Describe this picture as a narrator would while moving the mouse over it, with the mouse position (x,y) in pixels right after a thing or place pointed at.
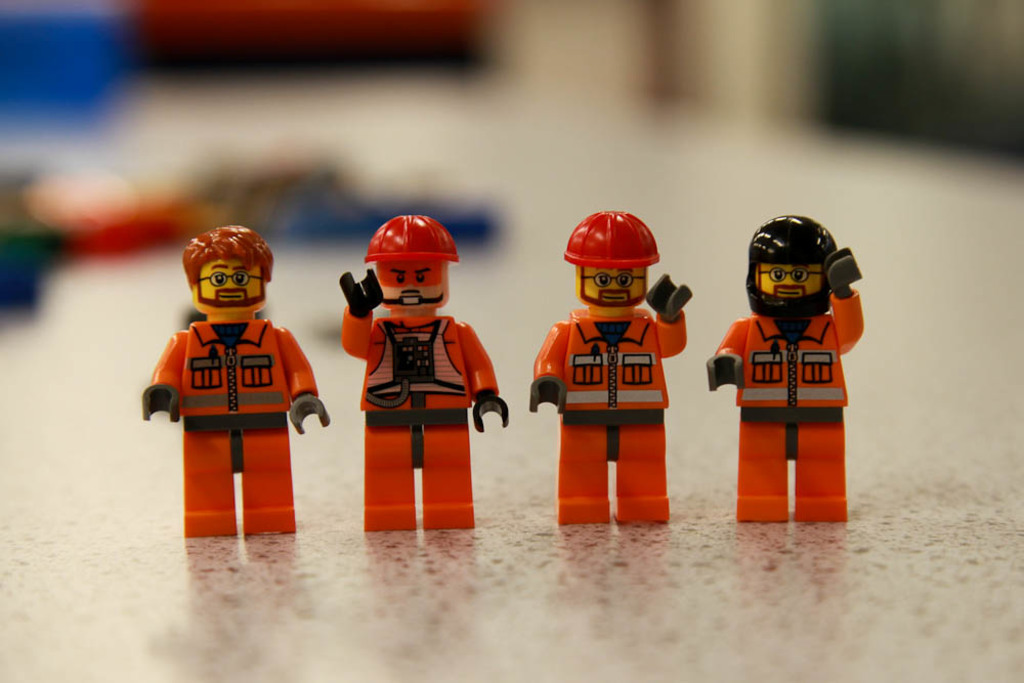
In this picture we can see few toys (641,414) in the middle of the image (362,364), and we can see blurry background (584,112).
